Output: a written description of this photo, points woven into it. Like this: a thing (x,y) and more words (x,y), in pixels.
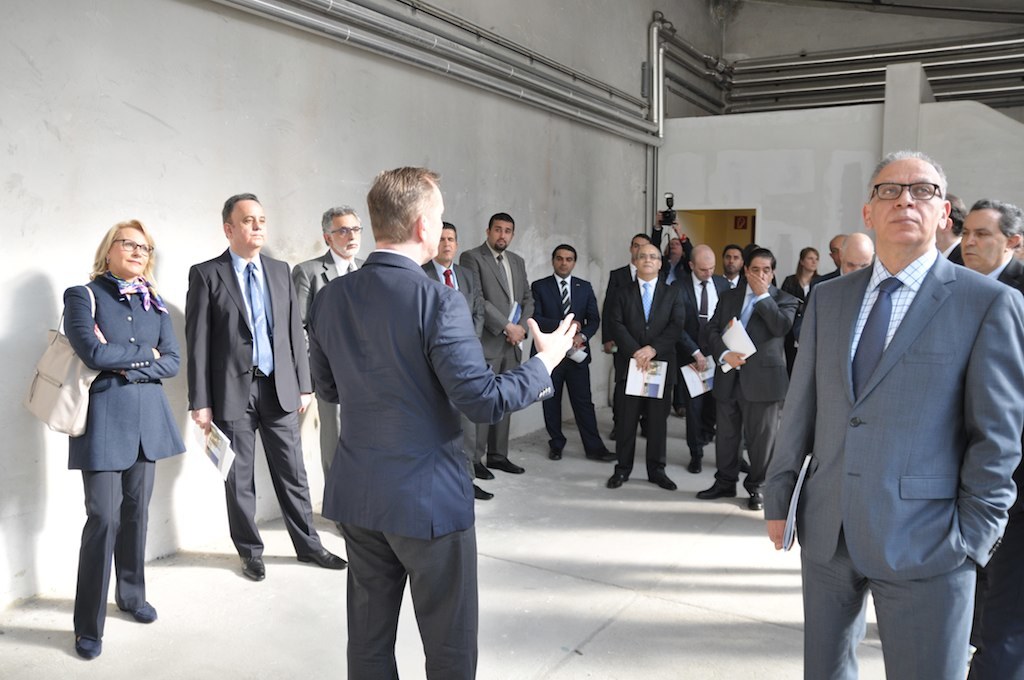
This picture describes about group of people (536,352), few people (131,256) wore spectacles (125,242) and few people (704,354) holding papers (635,363), in the background (628,132) we can see few pipes (535,84) on the wall (540,164).
